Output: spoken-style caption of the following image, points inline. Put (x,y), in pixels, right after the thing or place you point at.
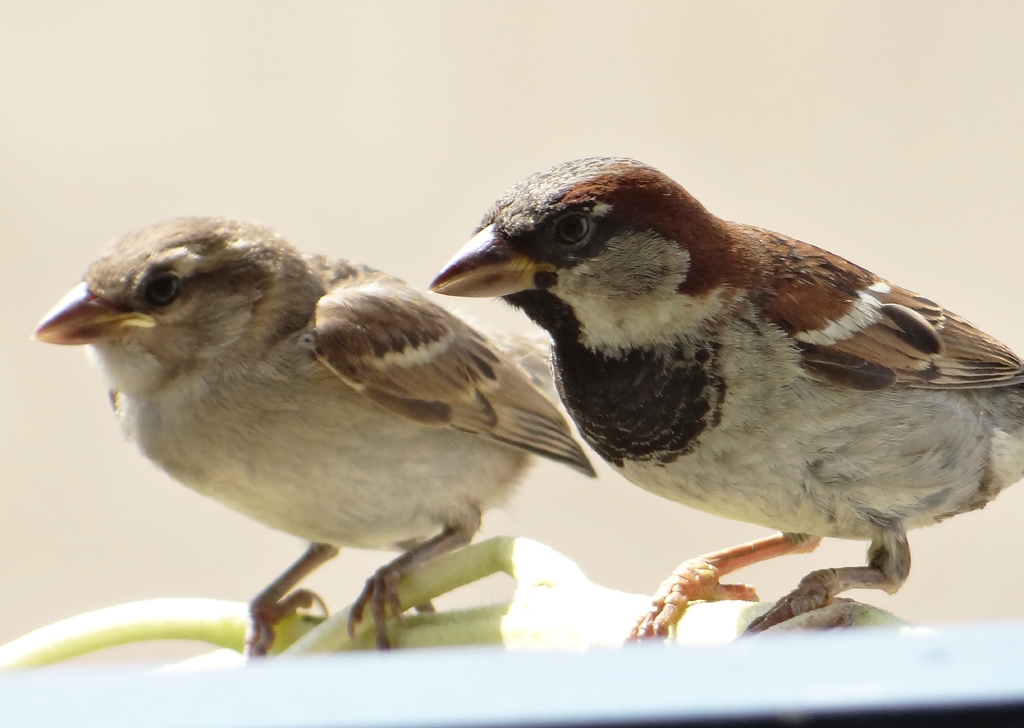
In this image I can see two birds (572,417) on a stem (518,606) facing towards the left side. In the background (296,124) there is a wall (578,139).
